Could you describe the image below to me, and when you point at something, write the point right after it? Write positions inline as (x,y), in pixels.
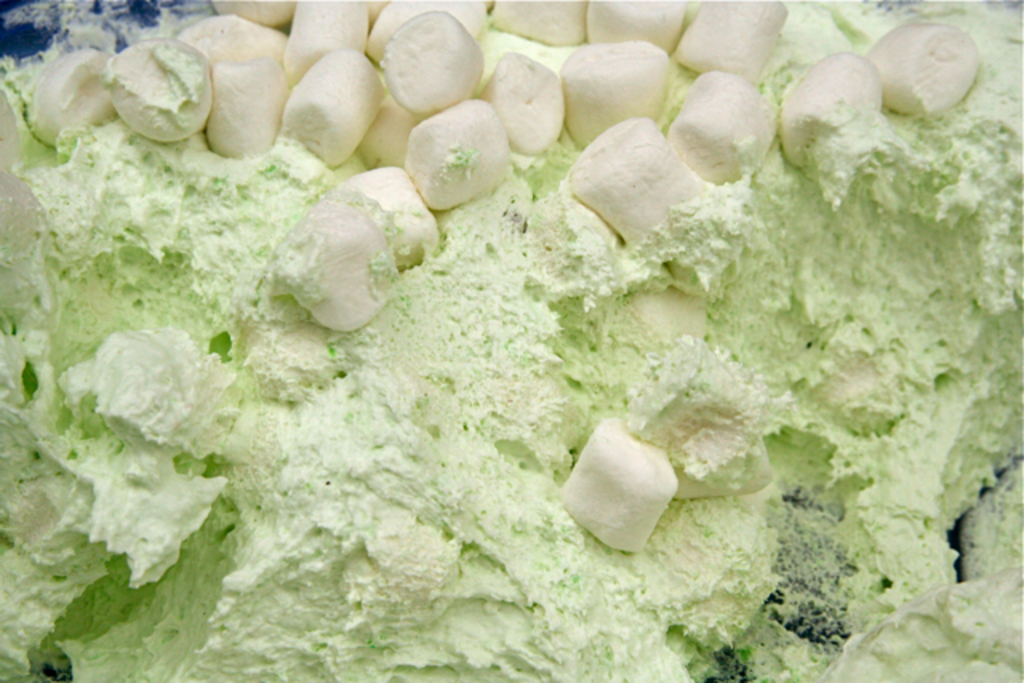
In this picture I can see marshmallows (368,8) and cream (369,479).
